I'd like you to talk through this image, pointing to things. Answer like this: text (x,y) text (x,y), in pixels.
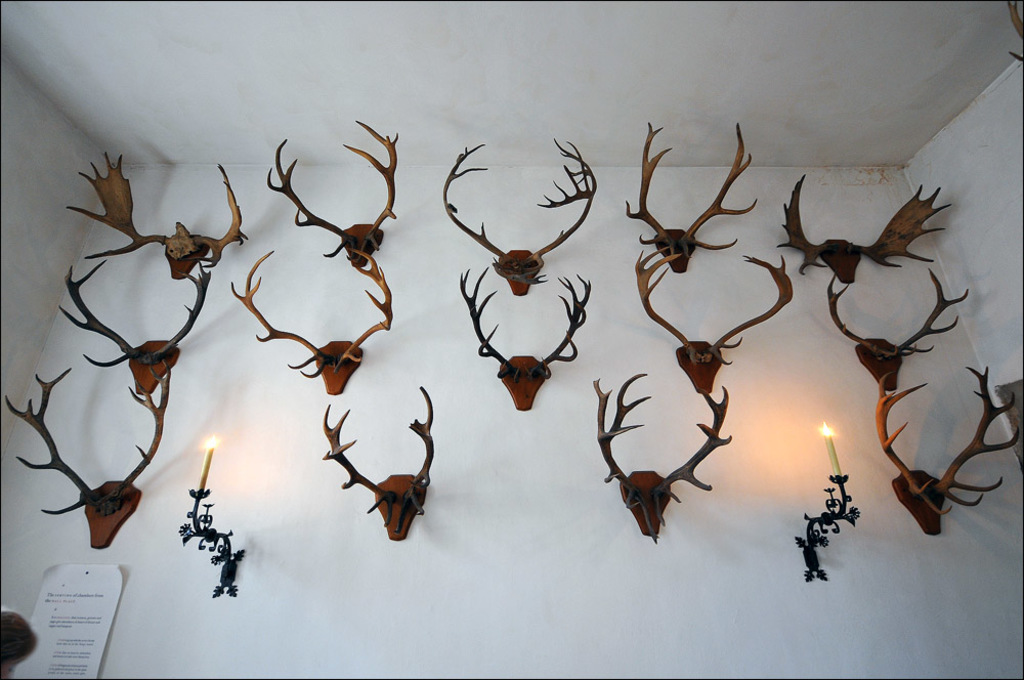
In this picture we can see a wall (504,619), there are some deer antler mounts (653,314) on the wall (198,353), we can see two candle holders (212,550) and two candles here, at the left bottom (83,593) we can see a paper (98,629) pasted on the wall (142,536).
